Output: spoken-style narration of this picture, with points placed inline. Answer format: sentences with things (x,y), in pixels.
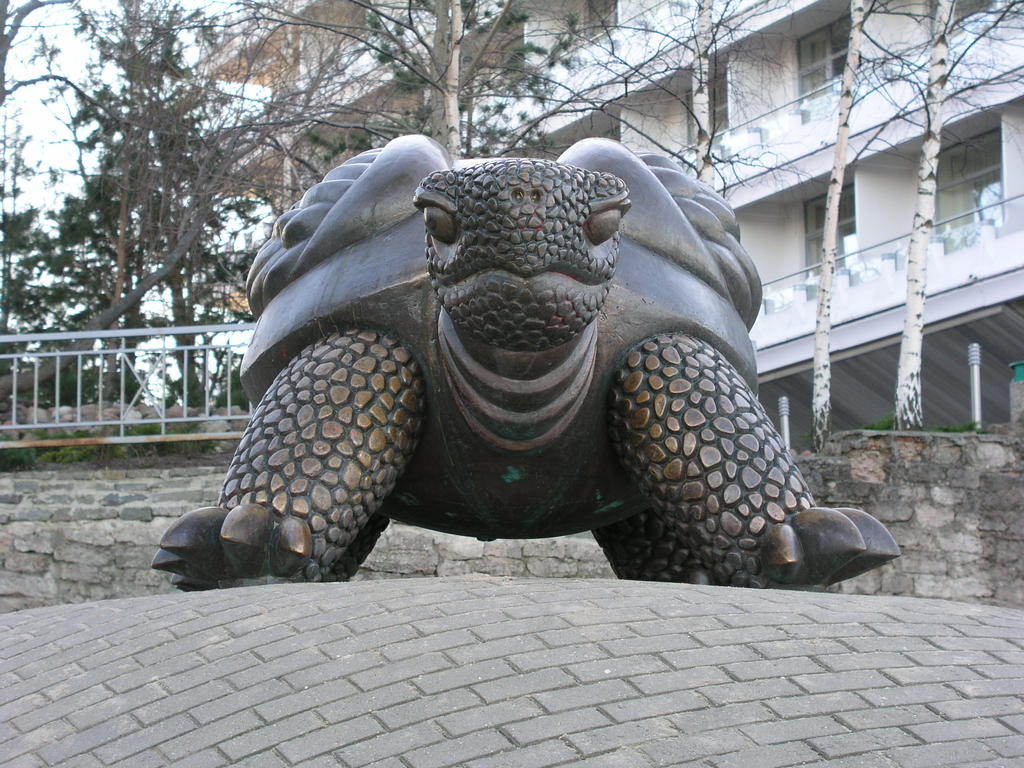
In this picture we can see sculpture of a tortoise (516,500) on the platform (862,705). In the background of the image (431,44) we can see building (793,119), trees (6,144), fence (45,444), poles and sky (98,80).
